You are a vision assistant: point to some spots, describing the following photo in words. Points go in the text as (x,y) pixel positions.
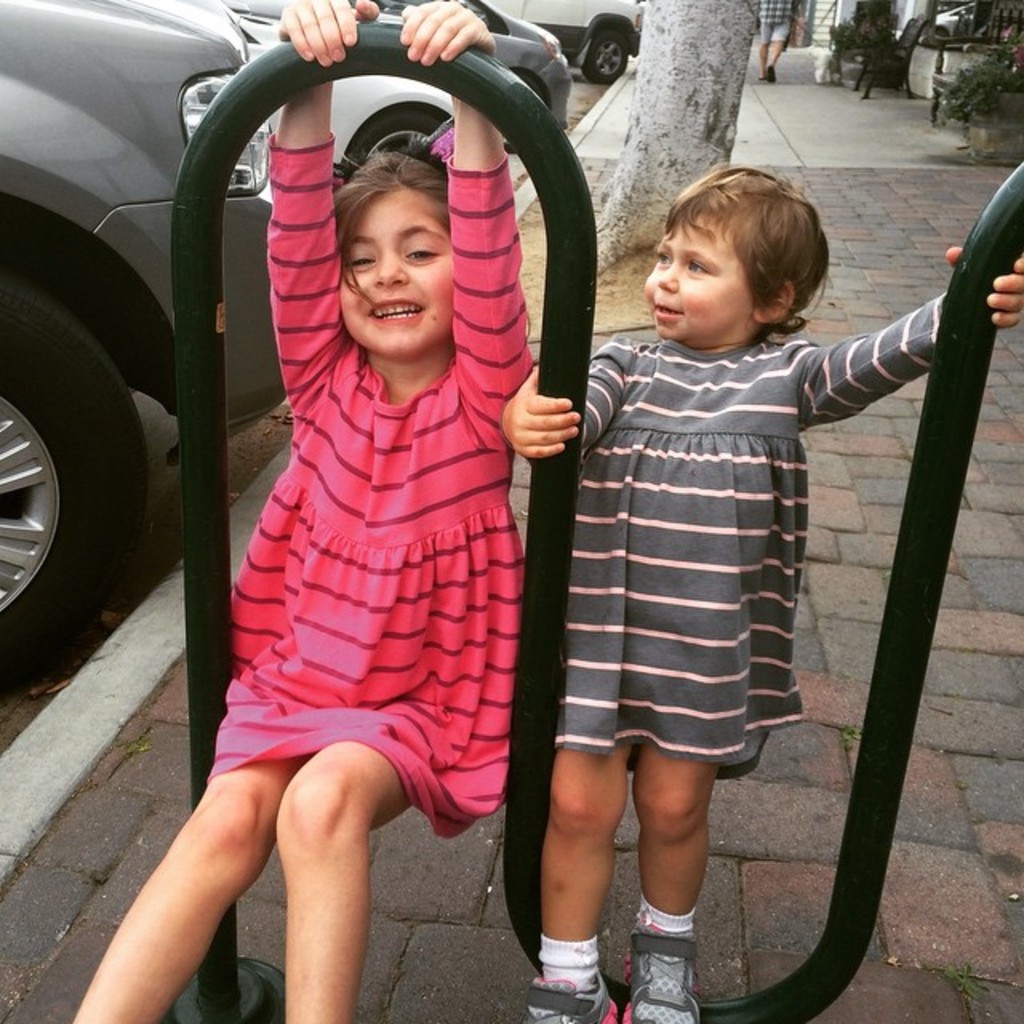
In this image, we can see two kids (451,206) and there are some cars (10,137), we can see a person (766,40) walking in the background (776,55).
